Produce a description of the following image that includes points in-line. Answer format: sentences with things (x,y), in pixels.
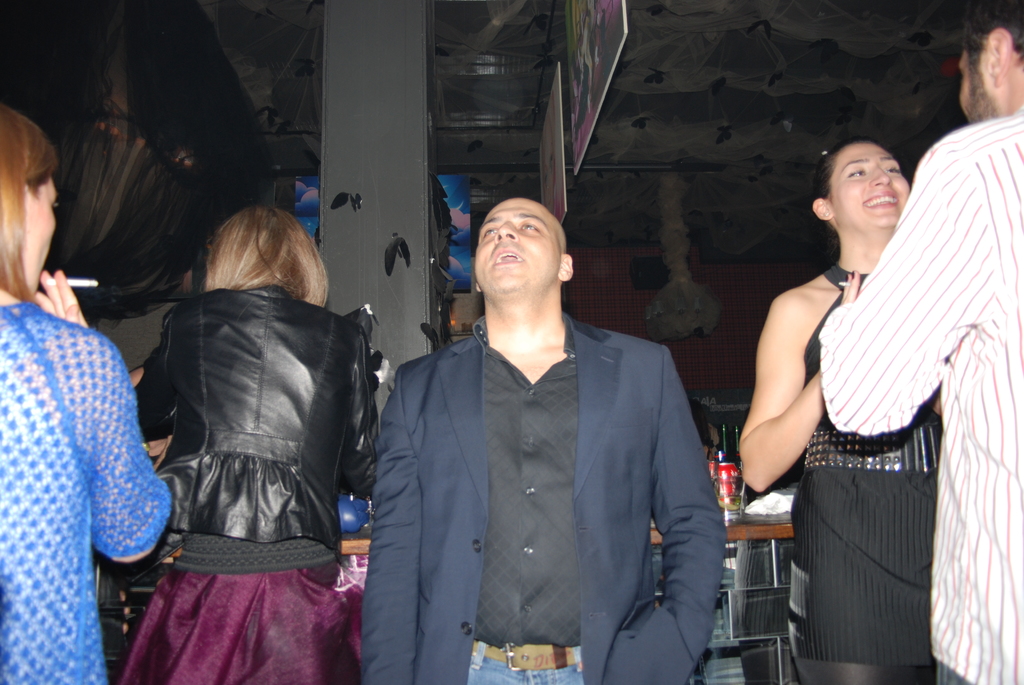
This image consists of some person (495,383) in the middle (631,447). There are glasses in the middle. There are women (196,387) and men (645,463).
